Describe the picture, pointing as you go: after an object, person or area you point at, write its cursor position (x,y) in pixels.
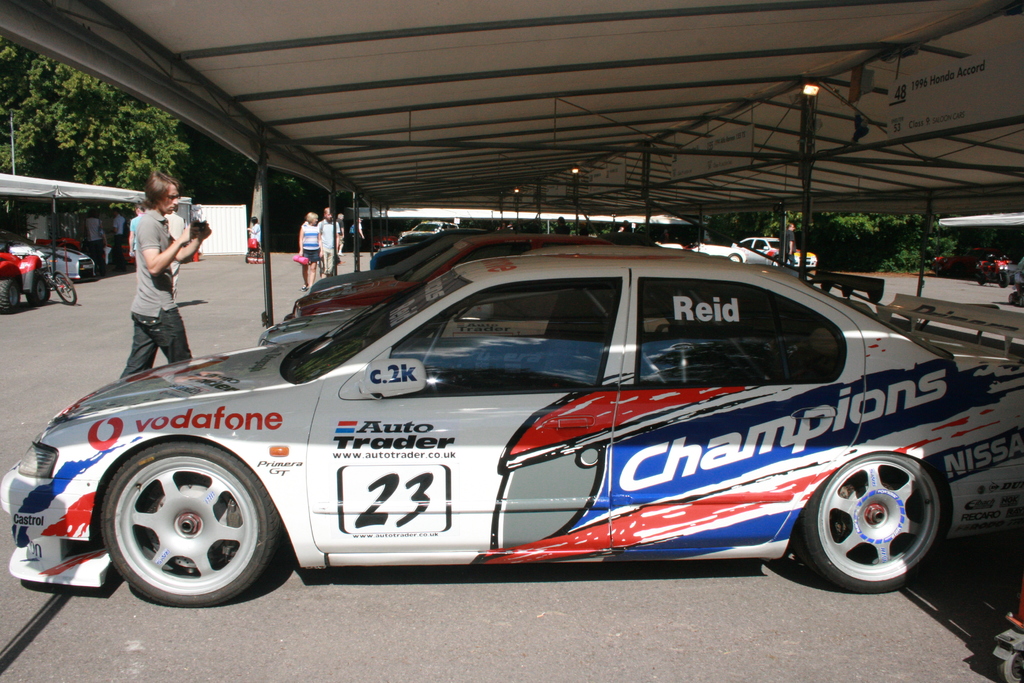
In the image I can see some cars (397,346) under the shed (771,178) and around there are some other people (303,255), vehicles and some trees (29,73).
